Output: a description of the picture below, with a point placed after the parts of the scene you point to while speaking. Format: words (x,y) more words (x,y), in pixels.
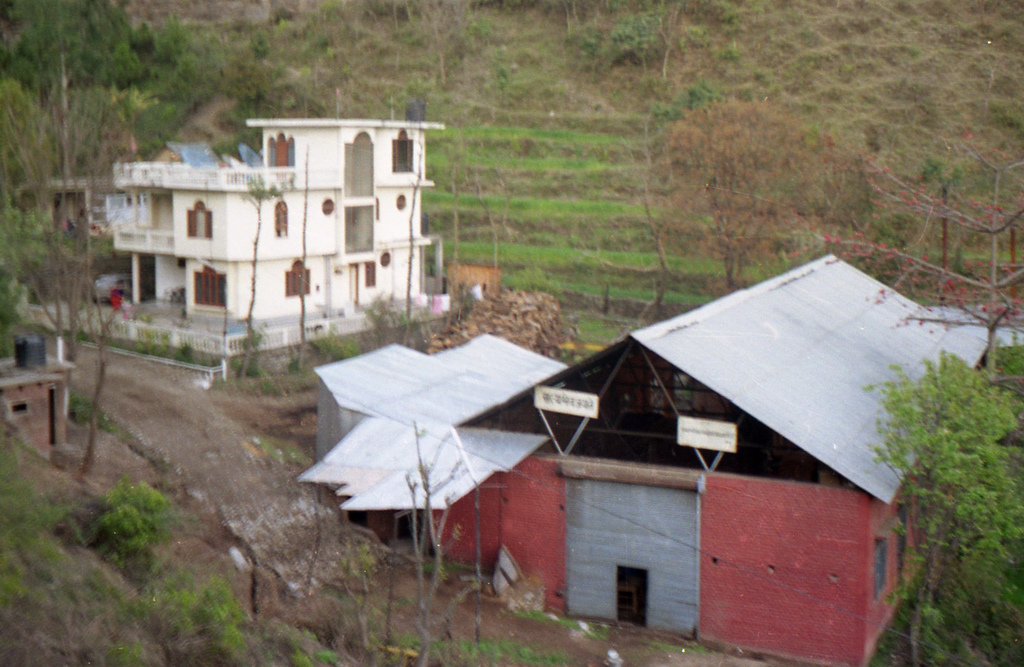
In this image in the front (124,498) there are plants (149,533). In the center (489,365) there are houses (243,227). In the background (638,36) there are trees (36,34).
